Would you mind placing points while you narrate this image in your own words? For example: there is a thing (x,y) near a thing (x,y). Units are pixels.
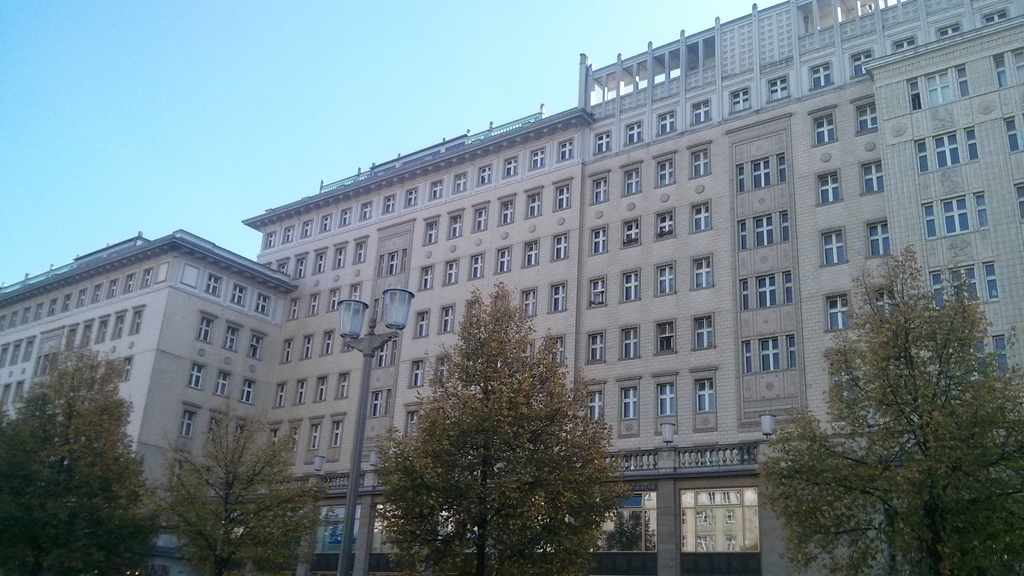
In this picture I can see the buildings (537,168). At the bottom (234,497) I can see many trees (543,532) and street lights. On the building (587,401) I can see many windows (998,341) and doors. At the top (370,51) I can see the sky (280,79).
